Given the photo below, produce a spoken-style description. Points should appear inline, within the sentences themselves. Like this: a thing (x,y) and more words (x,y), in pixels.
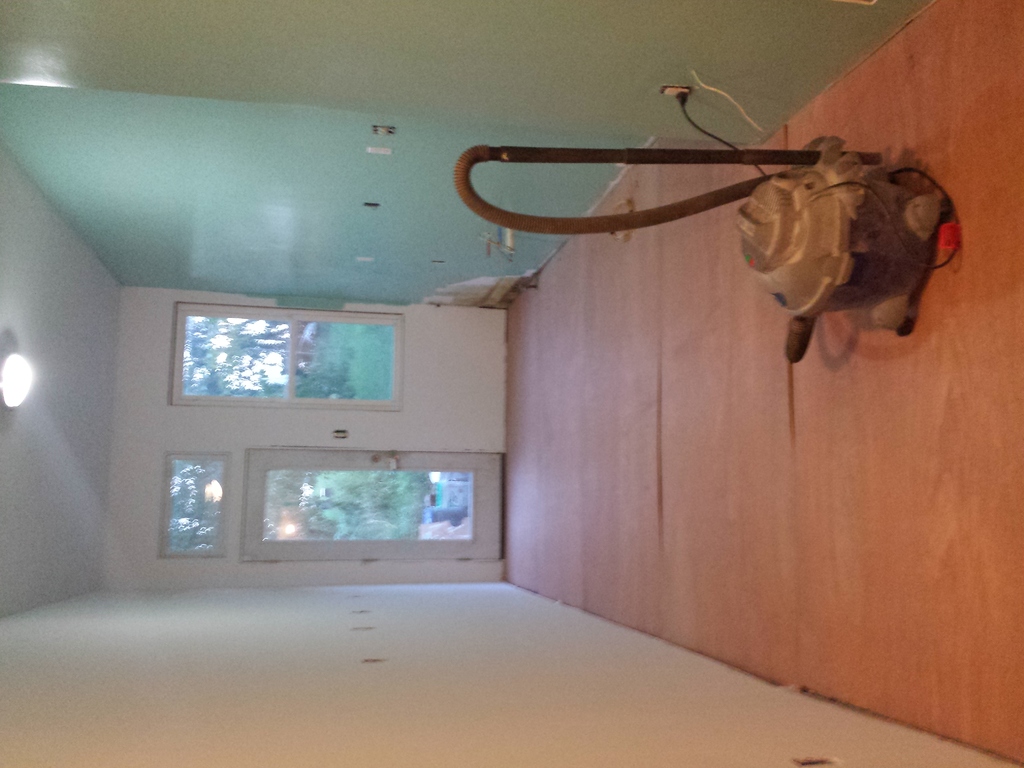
In this image on the right side of the wall (628,143) there is an object (773,206). In the center (355,491) there is window (295,497) and outside the window (351,510) there are trees (375,488). On the left side of the wall (212,421) there is light (27,389).
